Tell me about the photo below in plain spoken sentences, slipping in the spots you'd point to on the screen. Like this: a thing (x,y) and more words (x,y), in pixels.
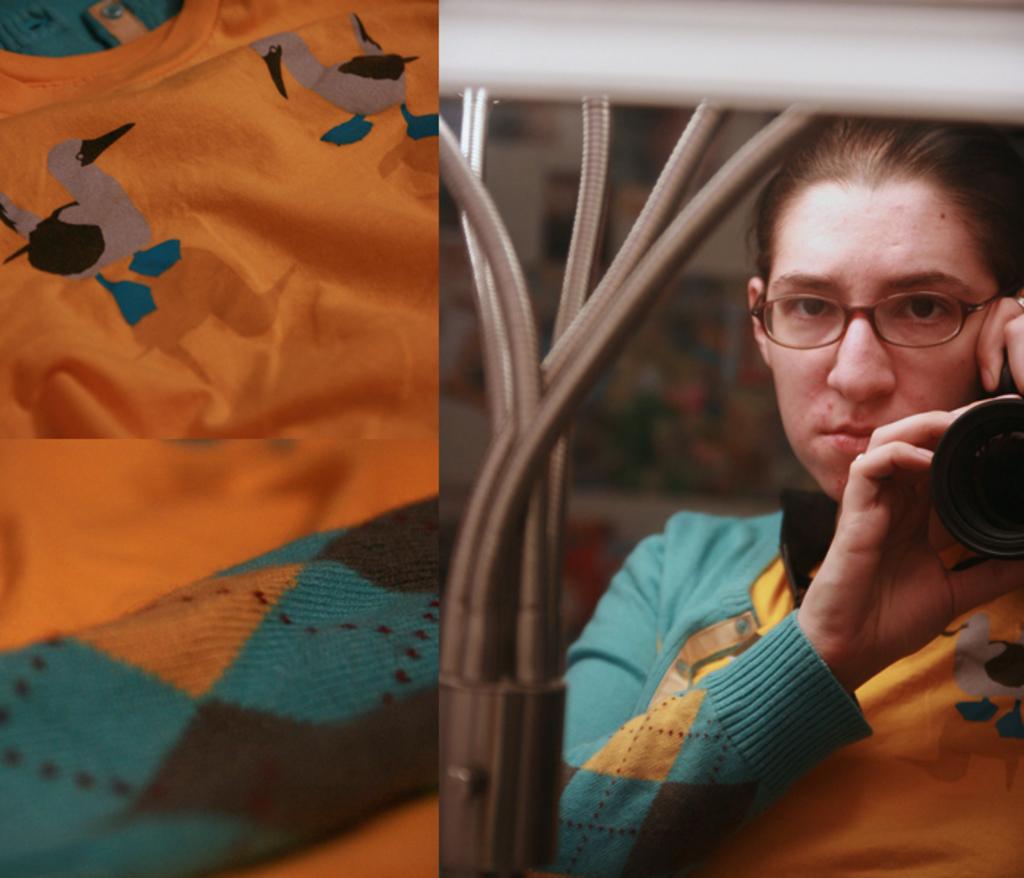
In this image I can see a woman (615,835) and I can see she is holding a camera (984,509). I can also see she is wearing specs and here I can see a cloth (318,584).
